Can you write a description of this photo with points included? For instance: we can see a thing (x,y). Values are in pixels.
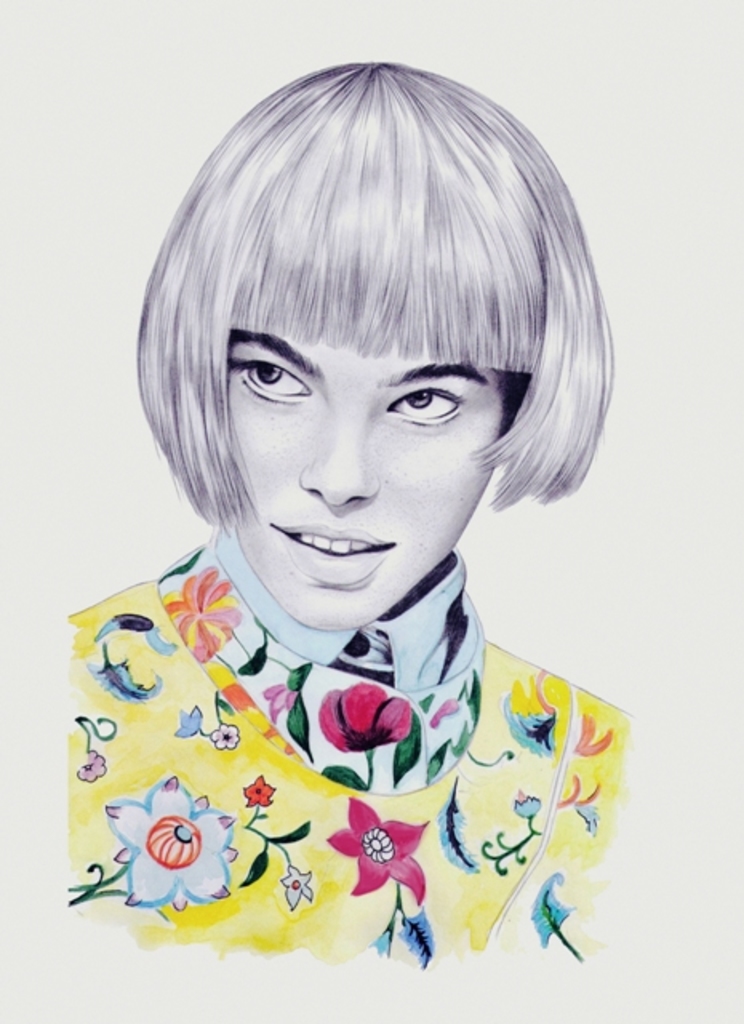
This picture shows a art (544,915). We see a woman (297,524).
